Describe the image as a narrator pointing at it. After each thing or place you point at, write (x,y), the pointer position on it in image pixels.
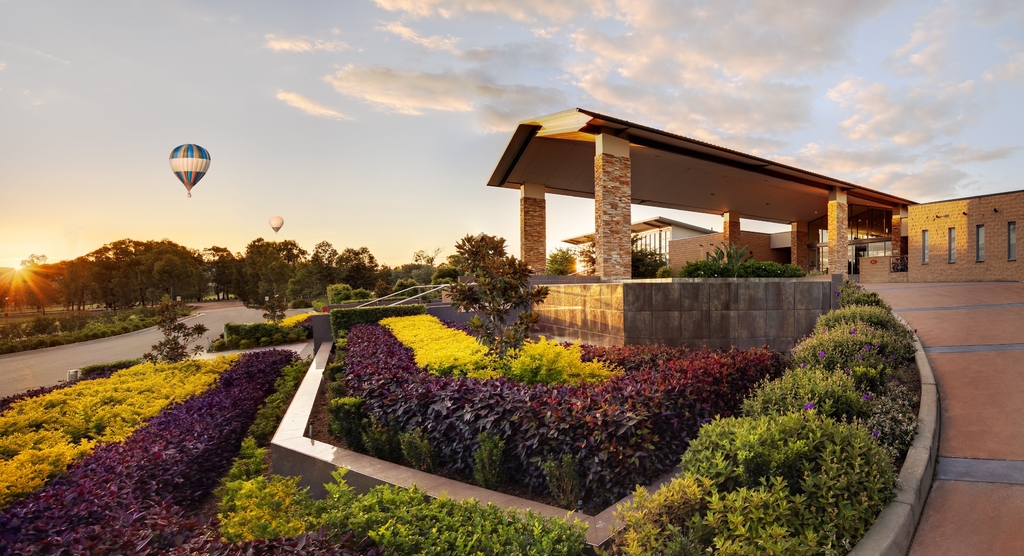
In this picture I can see some buildings (667,309), plants (518,365), trees (286,301) and I can see sun (23,270) in the sky (18,253).
